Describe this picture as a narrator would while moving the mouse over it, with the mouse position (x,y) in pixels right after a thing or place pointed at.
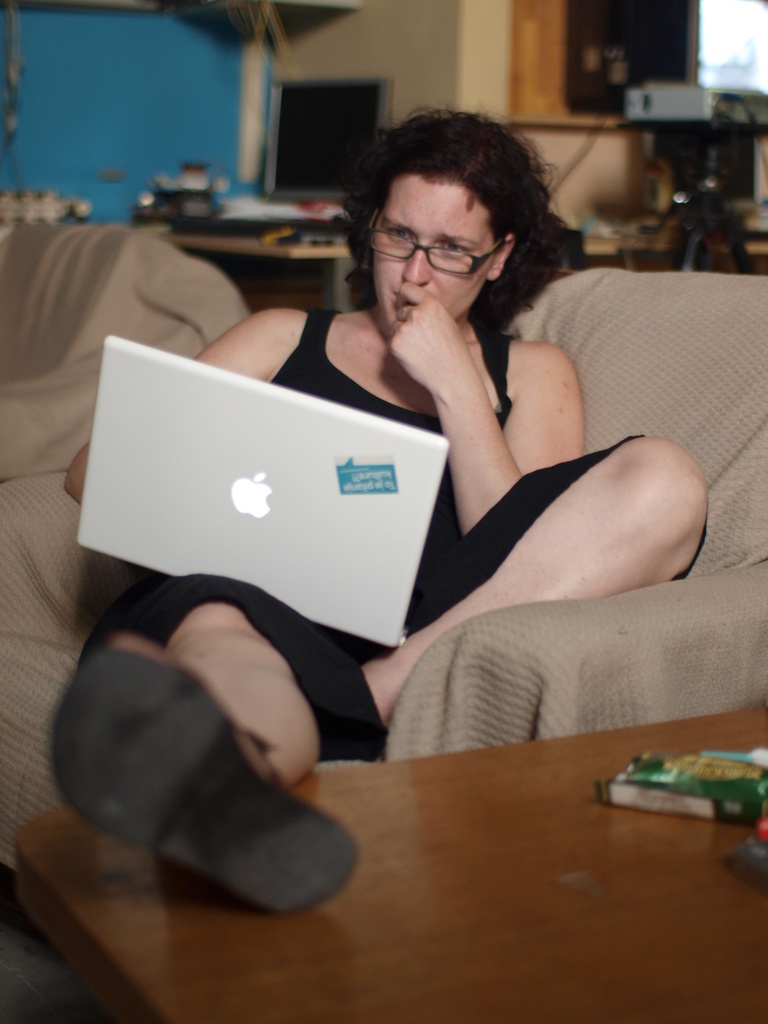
In the center of the image (288,405) there is a lady (286,802) who is holding a laptop (104,393) is sitting on a sofa (487,698). There is a table (242,923). In the background (744,77) there is a computer (293,192), a wall (363,67), a window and a projector (668,100) which is placed on a stand (683,204).
